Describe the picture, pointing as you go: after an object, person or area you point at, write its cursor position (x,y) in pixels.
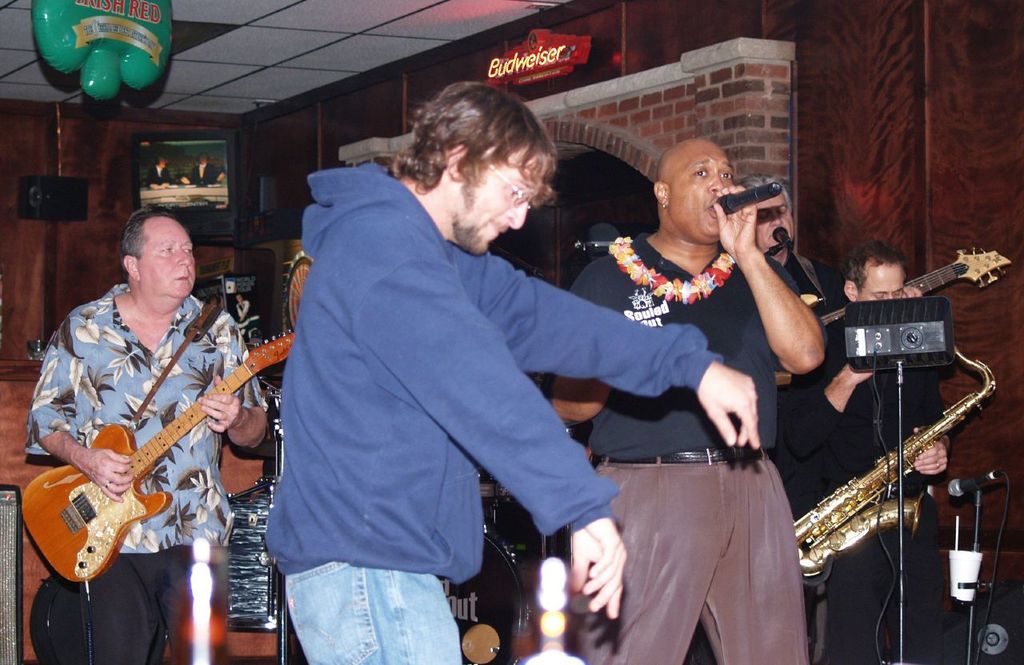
In this image I see 5 men (109,313), in which this man (694,542) is holding the mic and these 3 (935,632) are holding the musical instruments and all of them are standing. In the background (307,144) I see a TV (208,154) and the wall (1,375).
